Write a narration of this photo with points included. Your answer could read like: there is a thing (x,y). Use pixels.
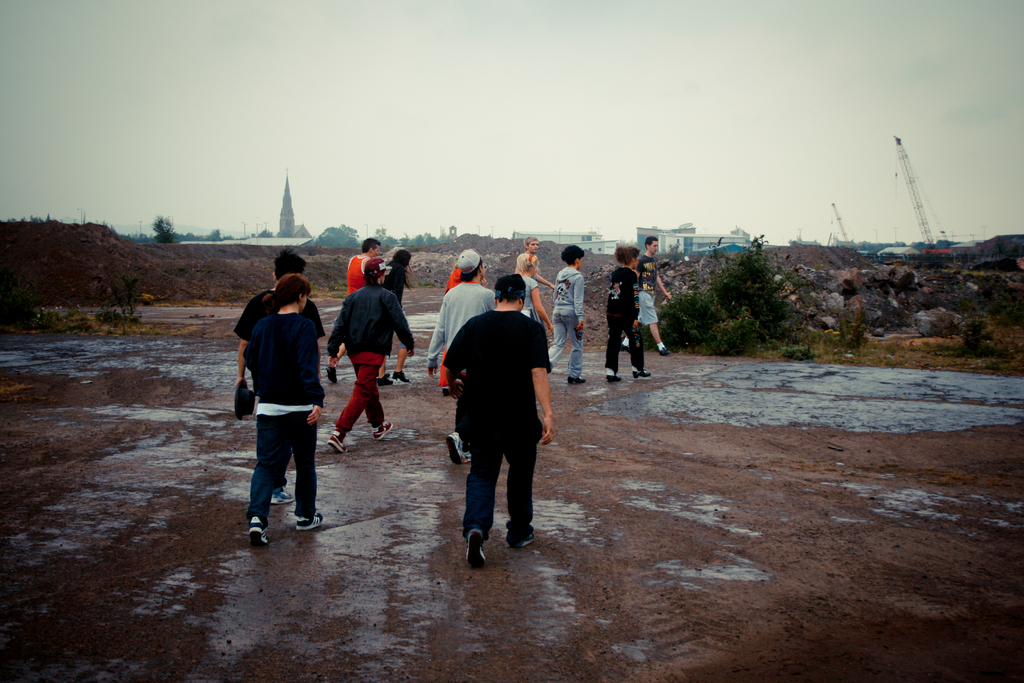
In this image we can see some people (381,347). In the background of the image (869,331) there are buildings (996,238), trees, cranes (938,247), stones (970,284), plants (992,329) and other objects (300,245). At the top of the image (416,144) there is the sky (928,89). At the bottom of the image (669,596) there is the ground (663,638).
